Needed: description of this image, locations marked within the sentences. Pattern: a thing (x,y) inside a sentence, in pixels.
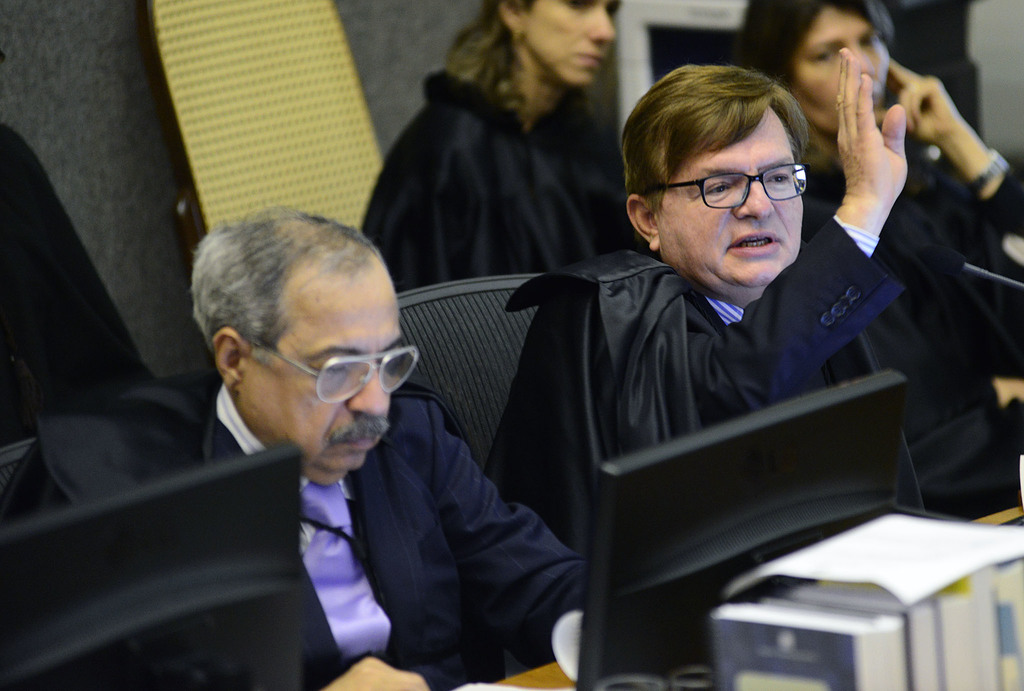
In this image we can see some persons (420,262) sitting wearing black color coats (506,258) and at the foreground of the image (648,598) there are some systems (631,552).
